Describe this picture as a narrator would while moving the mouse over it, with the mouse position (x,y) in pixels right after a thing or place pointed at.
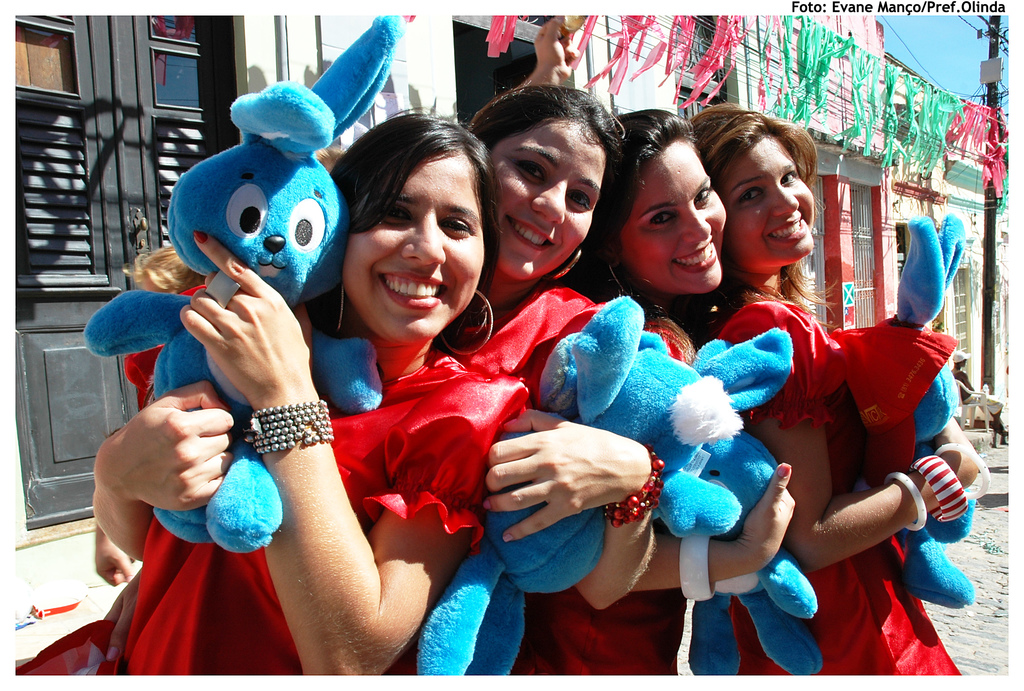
In this image we can see a group of women (619,472) standing holding the dolls (660,447). On the backside (836,160) we can see some buildings (836,280), ribbons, wires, a pole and the sky (938,53). On the right side (979,408) we can see a person (992,403) sitting in a chair (963,419).
